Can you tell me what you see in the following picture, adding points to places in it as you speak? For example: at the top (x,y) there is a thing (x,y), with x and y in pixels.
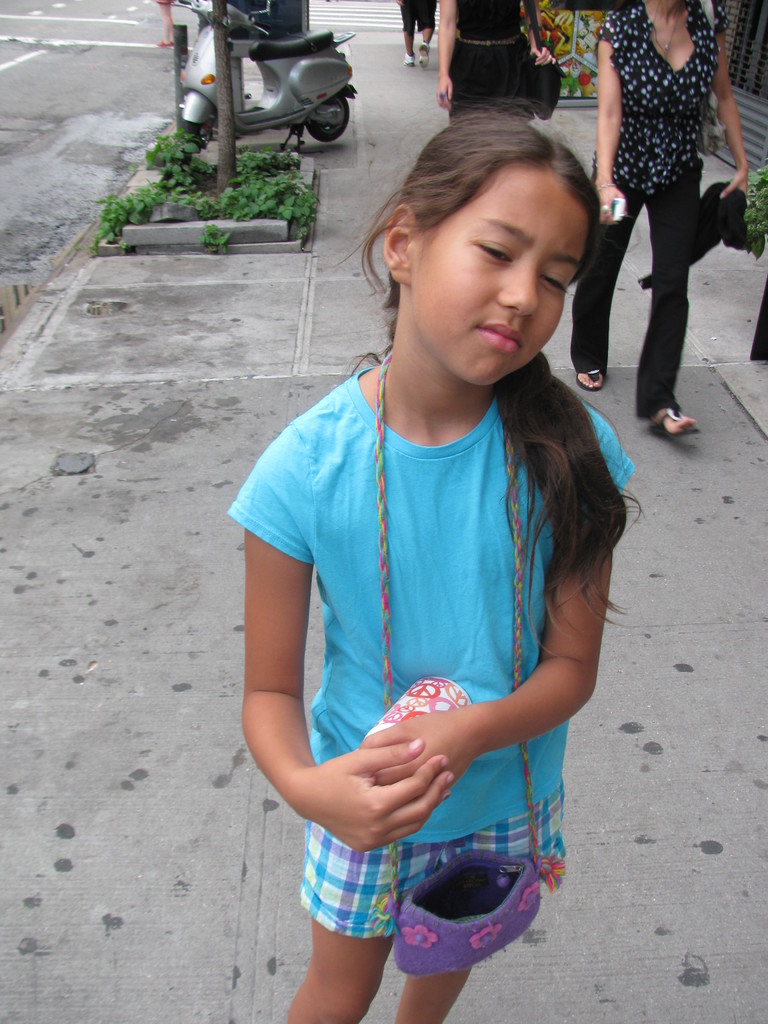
In this picture we can see a girl (297,643) standing and carrying her bag (478,907). Here two persons (612,240) are walking on the side way (690,699). These are the plants (229,208). and there is a scooter (267,111). This is the road (83,139).
